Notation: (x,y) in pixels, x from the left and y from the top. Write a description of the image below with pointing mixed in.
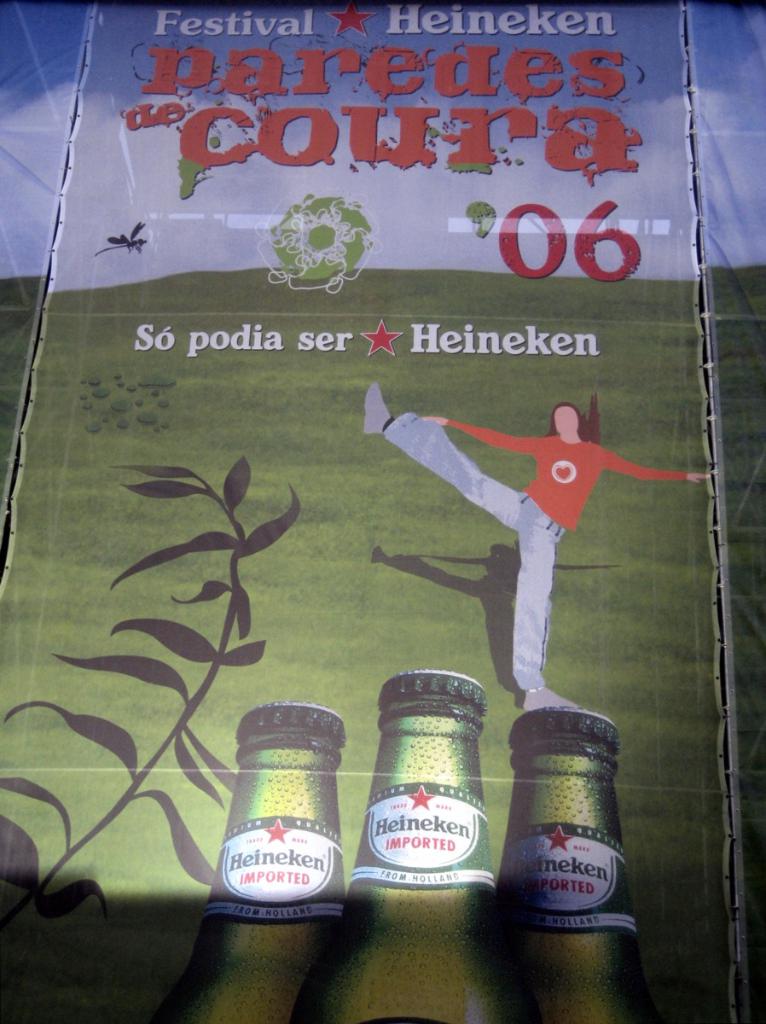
In this image we can see banners (374,348). On the banner (377,594) we can see the picture of a cartoon person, beer bottles (398,807), plant (217,548), grass (269,502) on the ground (261,450), texts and clouds (198,252) in the sky (253,261).
